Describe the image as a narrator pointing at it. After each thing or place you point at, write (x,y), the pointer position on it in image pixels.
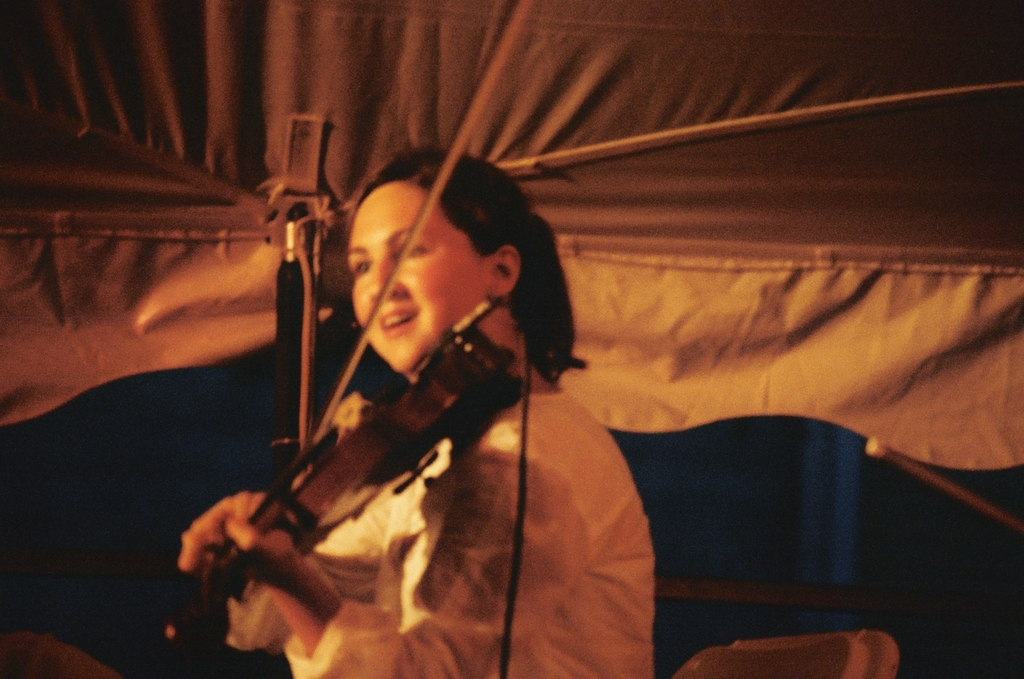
This is the woman (497,606) standing and playing violin (373,454). This is the cloth (570,99) at the top (192,163). I think this is tent (872,238). Background (881,495) looks dark.
